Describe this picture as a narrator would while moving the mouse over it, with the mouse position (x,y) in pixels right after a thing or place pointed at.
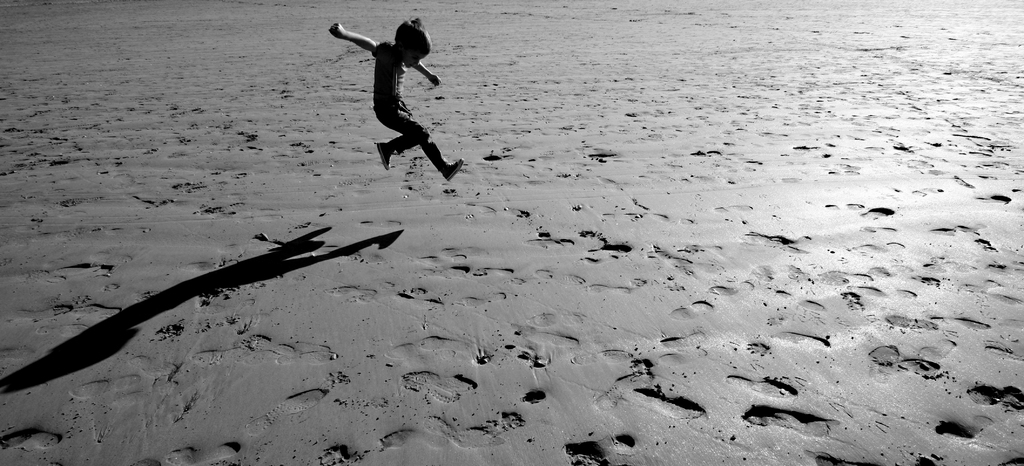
In this picture we can see a boy (363,43) jumping, footprints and a shadow (280,269) of this boy (439,160) on the ground (390,246).
